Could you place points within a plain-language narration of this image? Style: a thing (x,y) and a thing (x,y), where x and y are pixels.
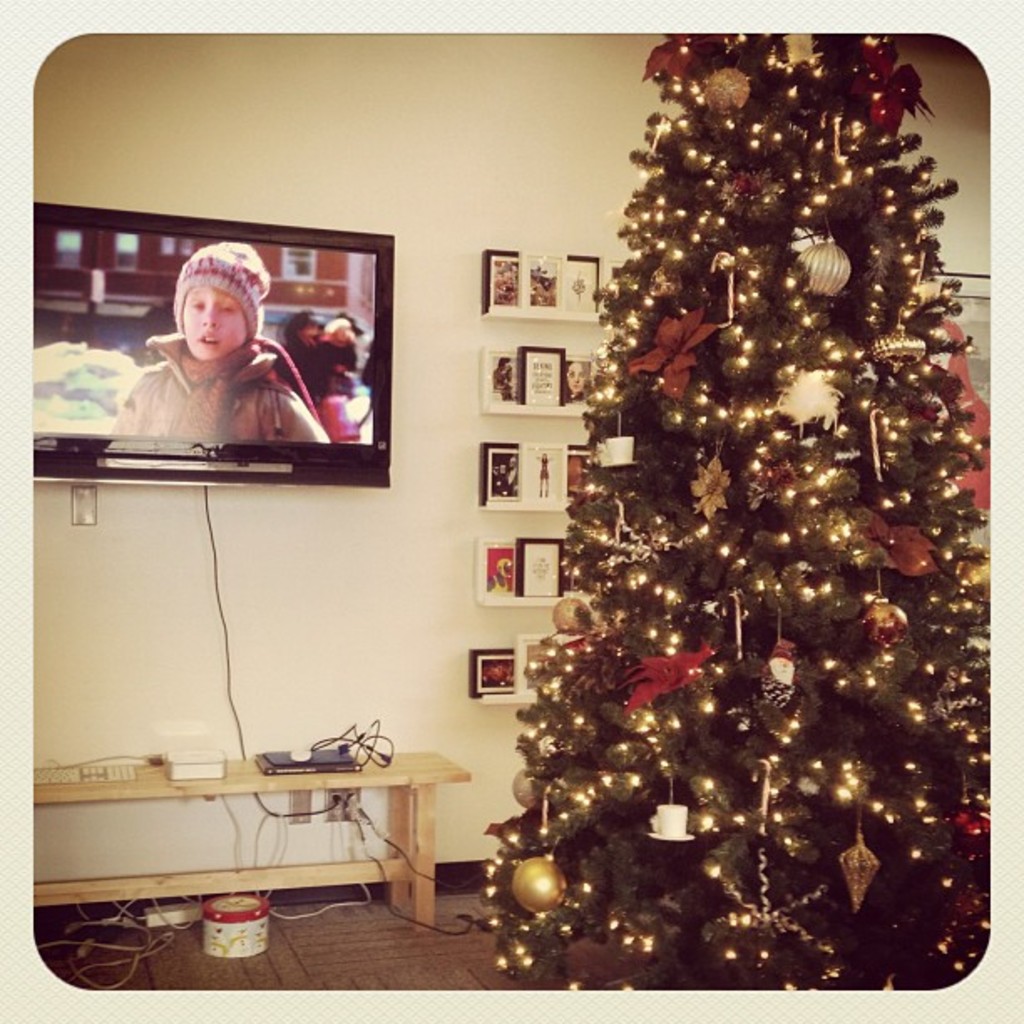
We can see television (212,346). photo frames (505,365) in a rack (489,598) over a wall (477,800). On the bench (408,784) we can see laptop (329,763) and adapter box (217,765). This is a floor (372,945). At the right side of the picture (766,377) we can see a christmas tree (691,586) which is decorated colourful with lights (790,284) and colorful balls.
